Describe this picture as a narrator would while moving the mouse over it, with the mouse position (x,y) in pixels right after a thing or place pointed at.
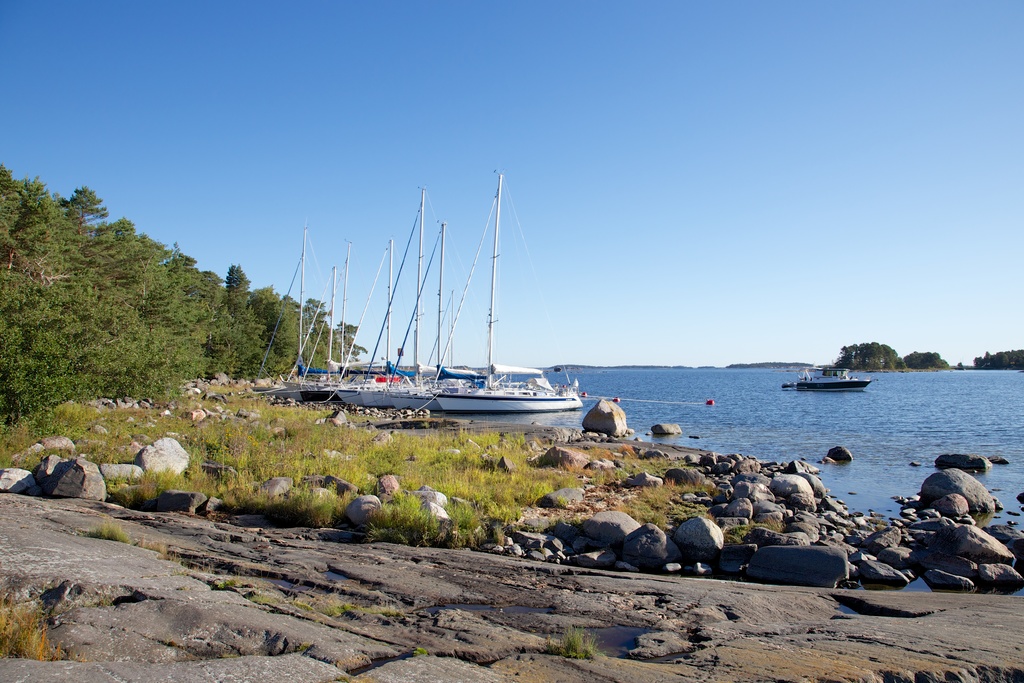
In this image, we can see few boats (494,396) are on the water (681,400). At the bottom (910,655), we can see stones (935,507), grass (392,539). Here there are so many trees (134,397). Background (339,260) there is a clear sky (603,212).
